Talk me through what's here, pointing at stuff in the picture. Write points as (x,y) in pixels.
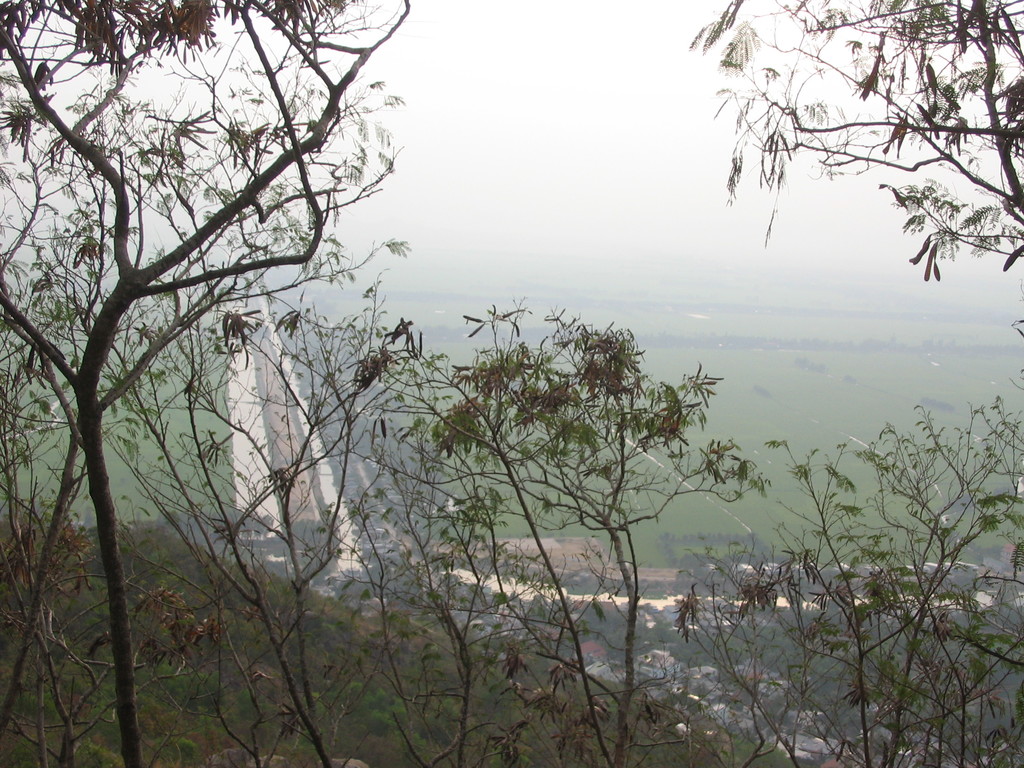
There are trees (263,598) at the bottom of this image (863,690). We can see greenery (649,347) in the background (700,460) and the sky (665,114) is at the top of this image (550,112).
